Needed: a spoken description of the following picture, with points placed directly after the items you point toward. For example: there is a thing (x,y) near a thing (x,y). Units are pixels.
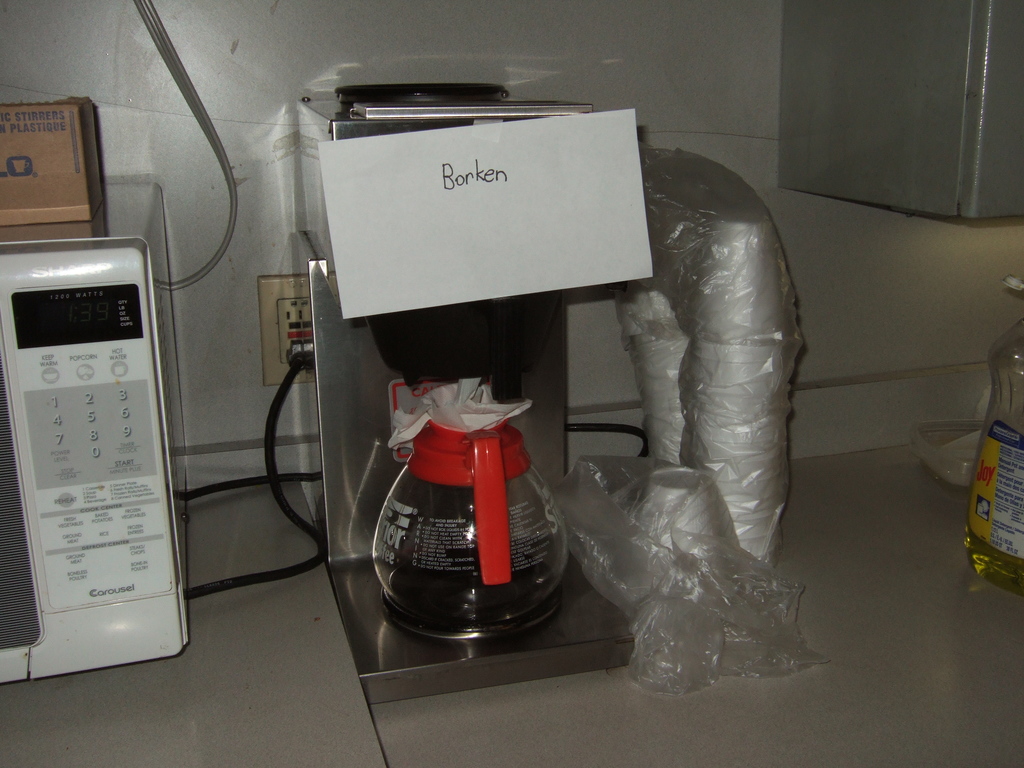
In this image we can see an oven (59,526), coffee maker (577,589), jar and a bottle (1021,395) on a surface (939,584). We can see a paper (380,230) with text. In the background (217,168), we can see a power socket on the wall (170,183). In the top right (924,113), we can see an object (926,72).
